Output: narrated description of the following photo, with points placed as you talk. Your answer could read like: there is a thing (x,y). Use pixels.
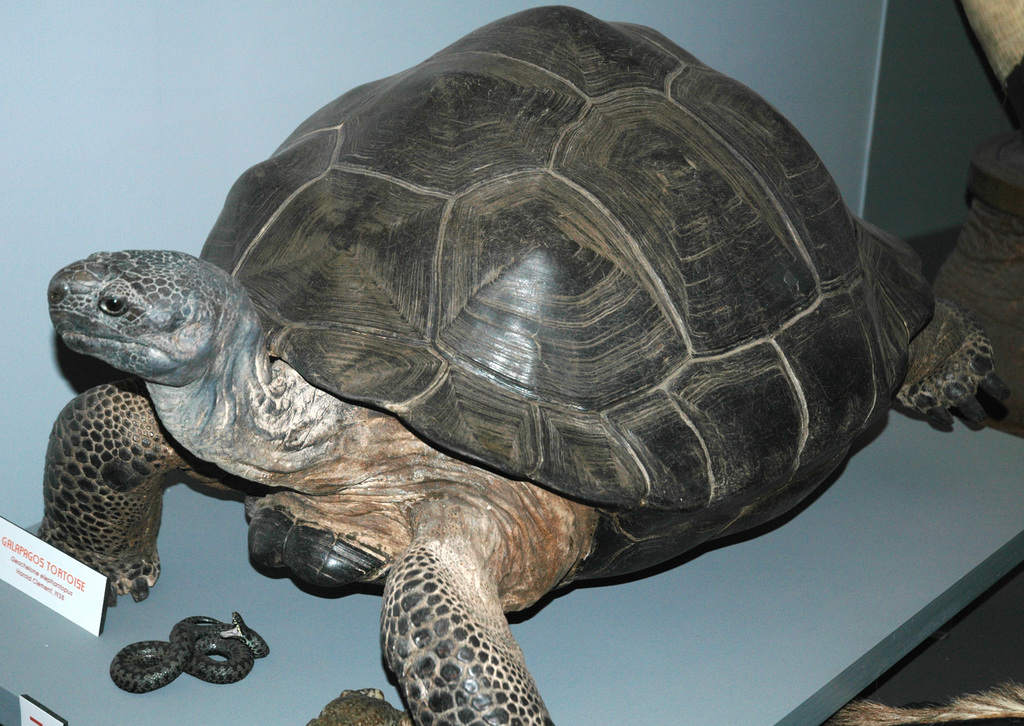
In the picture I can see a tortoise (483,336) and there is an object (224,649) in front of it and there is something written in the left corner (27,547) and there are some other objects (1010,151) in the right corner (992,231).
